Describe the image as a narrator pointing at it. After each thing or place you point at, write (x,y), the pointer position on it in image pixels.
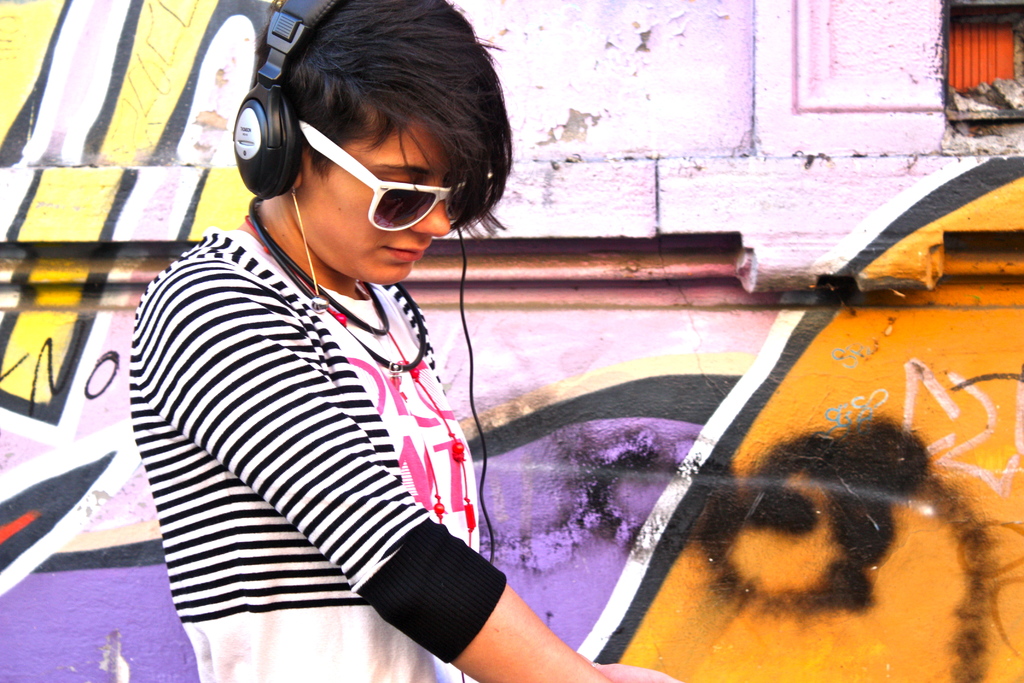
In this image I can see the person (235,455) with black and white color dress (283,497) and the person (240,304) is having the headset (282,146) and the goggles (372,201). In the background (487,367) I can see the wall (541,433) with painting (145,642).
